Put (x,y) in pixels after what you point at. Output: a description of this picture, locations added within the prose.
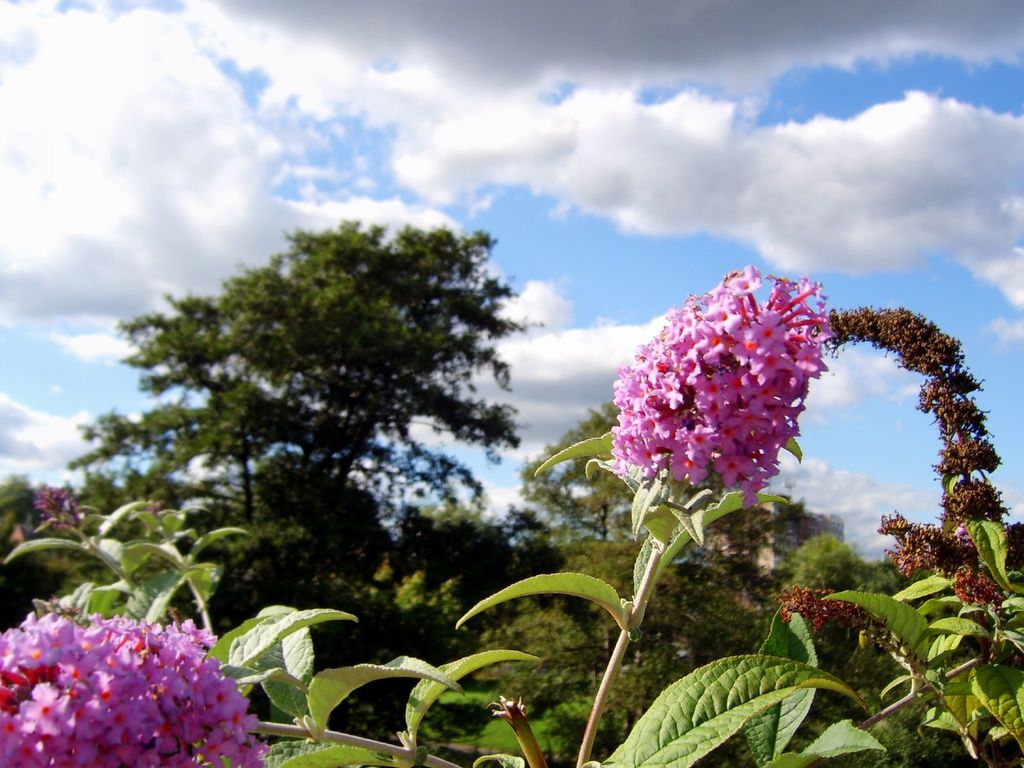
In this image we can see sky (299,165) with clouds (123,152), trees (284,332), plants (468,614) and flowers (623,448).
